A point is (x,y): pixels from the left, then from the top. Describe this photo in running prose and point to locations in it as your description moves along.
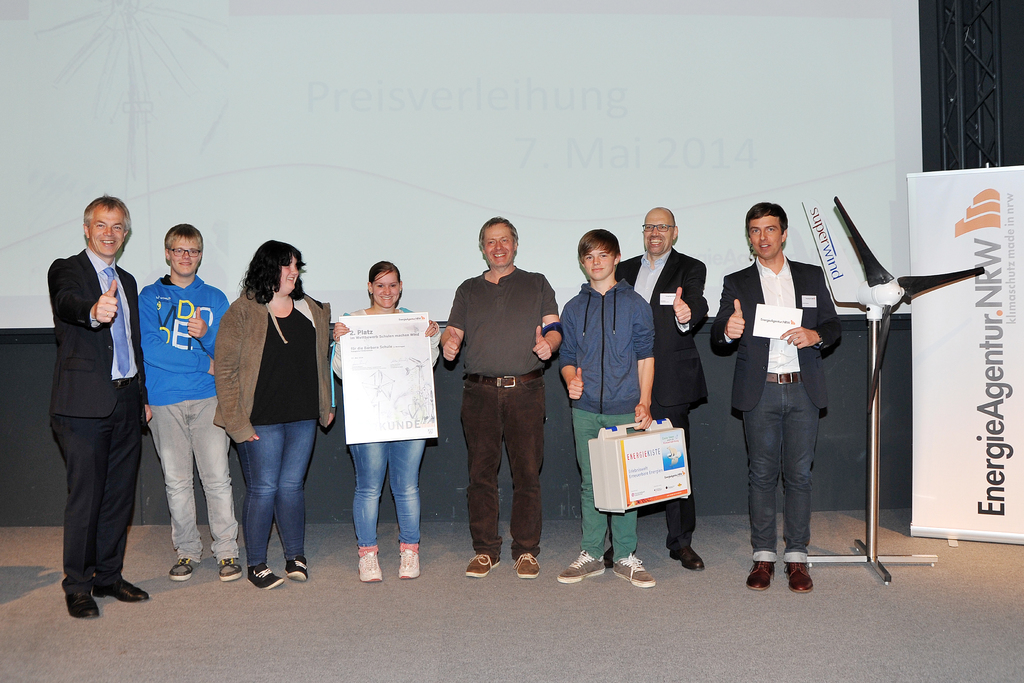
This picture describes about group of people (700,360), they are standing, beside to them we can see a fan (831,231), metal rods (869,385) and a hoarding (923,273), in the background (480,187) we can find a projector screen (377,125).
